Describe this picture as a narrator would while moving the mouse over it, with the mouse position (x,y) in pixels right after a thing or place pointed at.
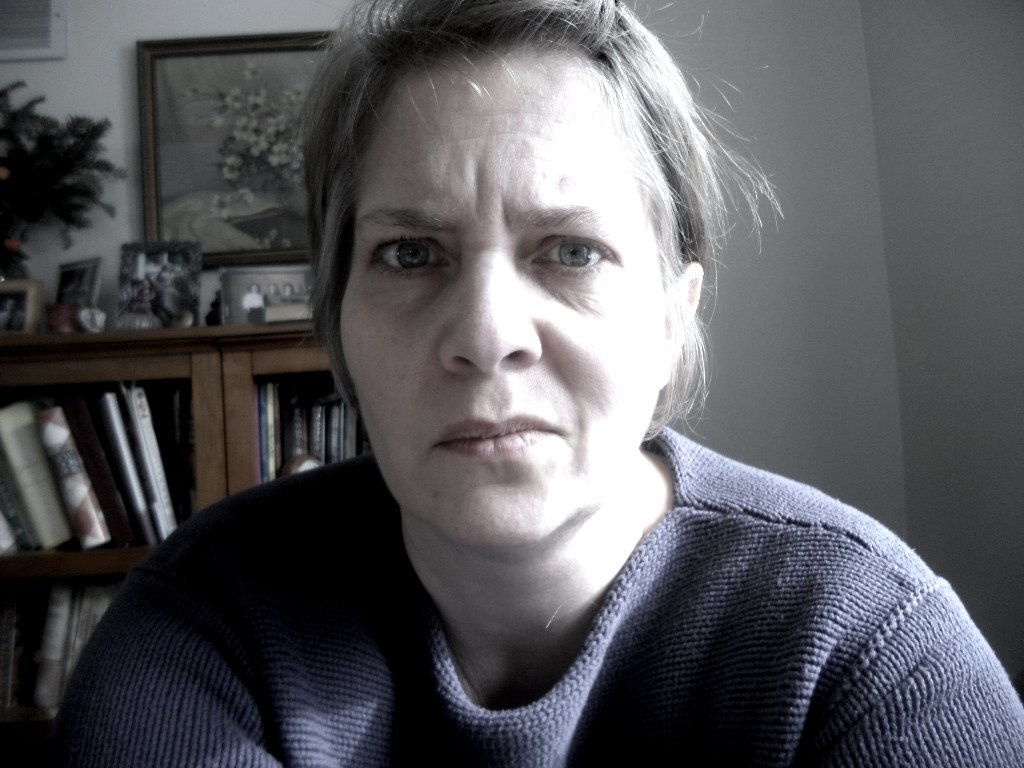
In this image I can see the person (840,602). In the background (275,399) I can see few books (108,416) in the racks (208,443) and I can also see few frames (270,112) attached to the wall (116,31) and the wall (107,41) is in white color.
